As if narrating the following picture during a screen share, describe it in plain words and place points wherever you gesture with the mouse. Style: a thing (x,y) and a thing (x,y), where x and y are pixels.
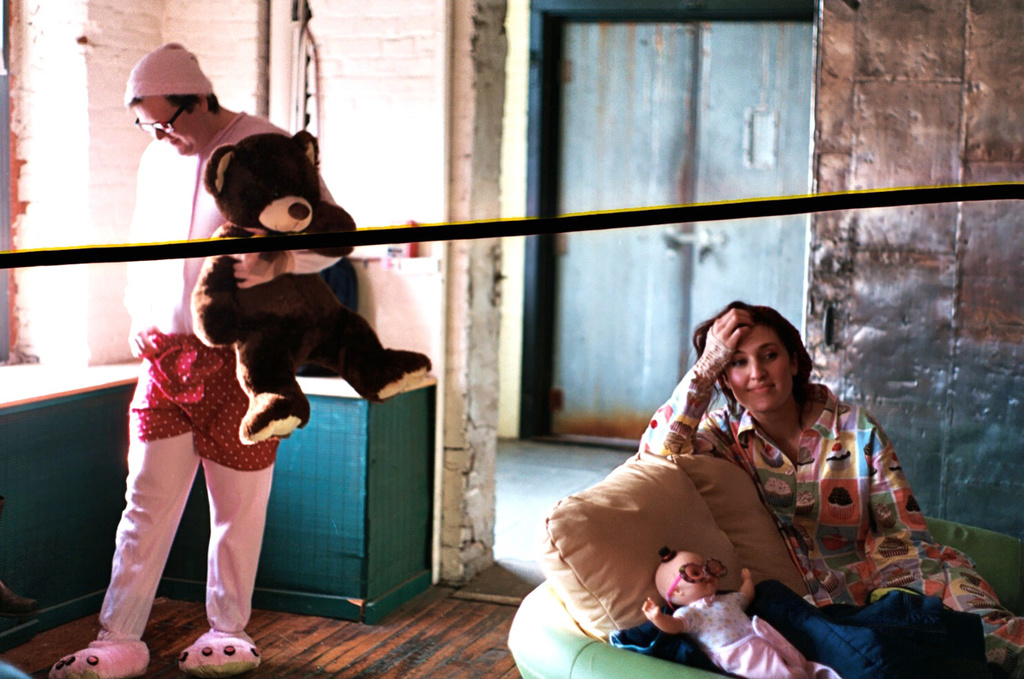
In this picture I can see a woman (765,445) who is sitting and I see that there is a doll (704,647) and 2 cushions (661,520) near her. On the left side of this picture (60,671) I can see a man (134,667) who is wearing costume (177,289) and is holding a teddy bear (340,226). In the background (148,9) I can see the wall (892,367) and in the center of this picture (594,341) I can see the door (613,331).
